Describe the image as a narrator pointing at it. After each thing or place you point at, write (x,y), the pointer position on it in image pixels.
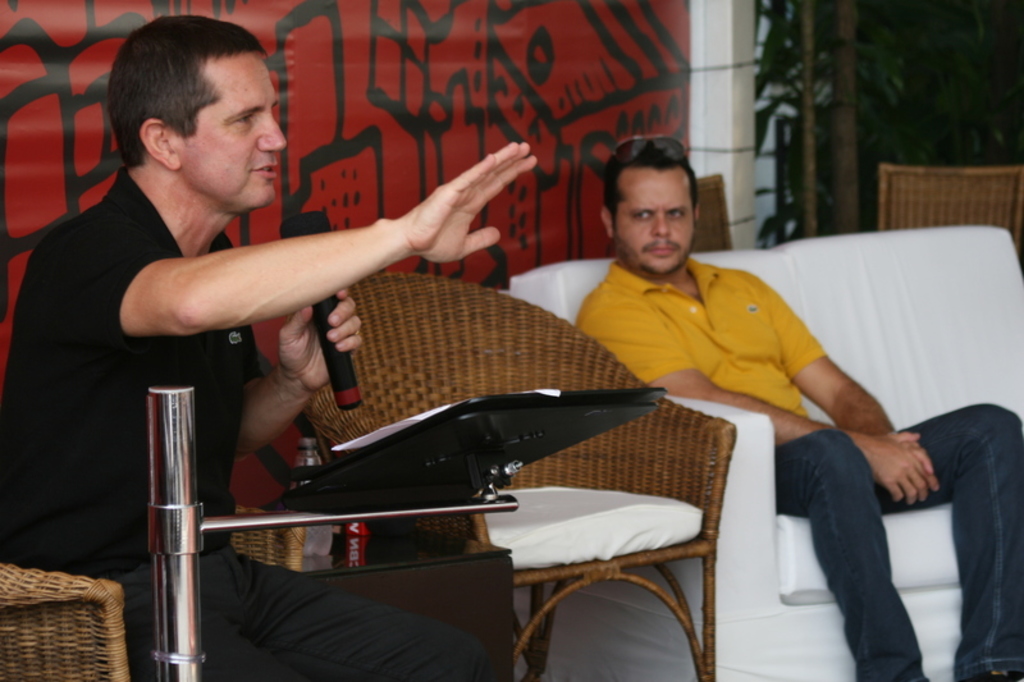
Here in the left (163,271) we can see a person (218,378) holding microphone (325,306). He is saying something and he is sitting on chair (103,597). And next to him there is chair (531,515) and table (462,591). At the right (788,404) we have another person (671,373) who is listening to earlier person (391,652). This person (684,195) has spectacles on his head (677,163). In the background (920,115) we can see some trees (934,114).
